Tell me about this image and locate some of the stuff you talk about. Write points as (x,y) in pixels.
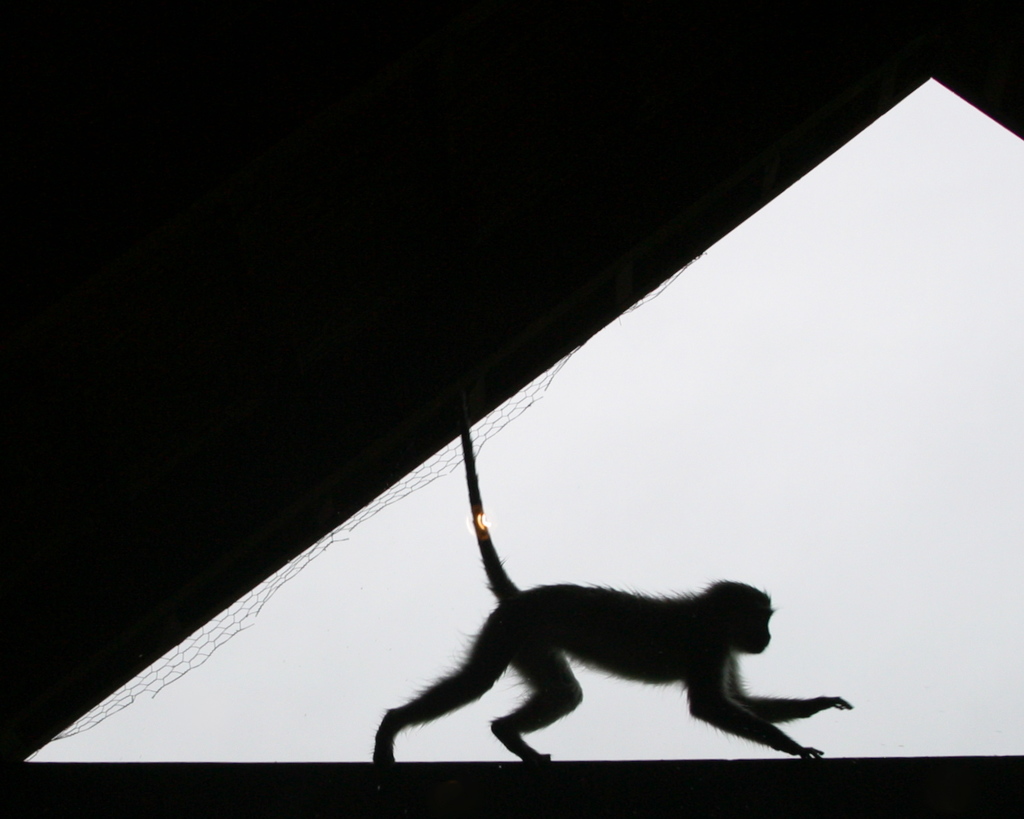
In this image, I can see the monkey (702,659) walking on the wall (581,770). This looks like a net (187,648). The background (666,127) looks dark.
